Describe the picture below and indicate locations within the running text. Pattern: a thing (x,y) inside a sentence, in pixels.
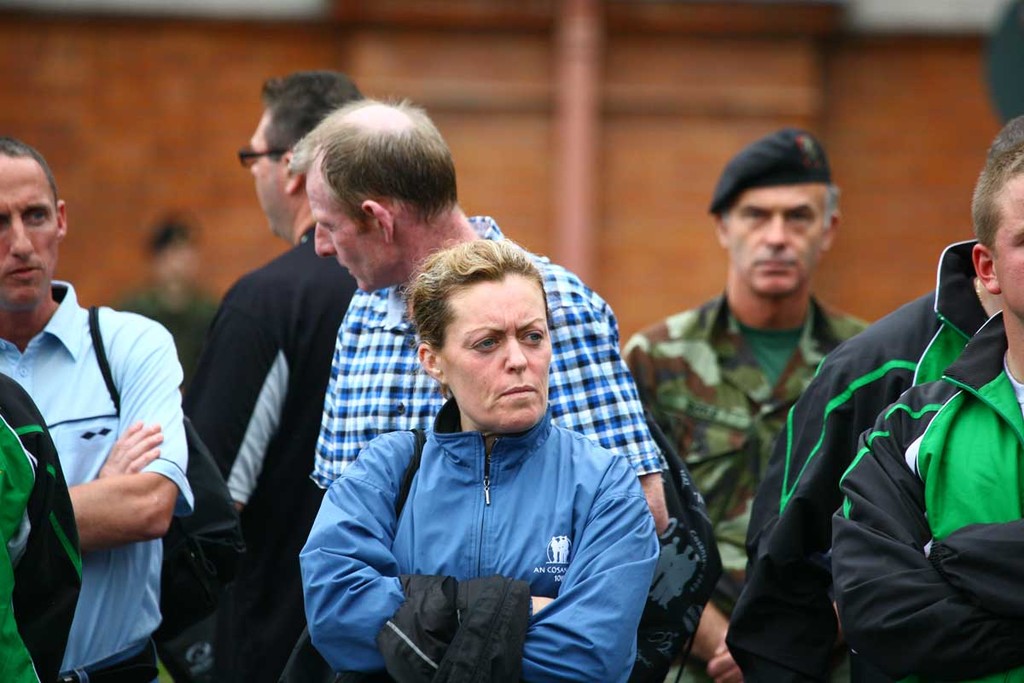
In this image we can see many persons (527,353) on the ground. In the background (527,80) there is building (153,87).
